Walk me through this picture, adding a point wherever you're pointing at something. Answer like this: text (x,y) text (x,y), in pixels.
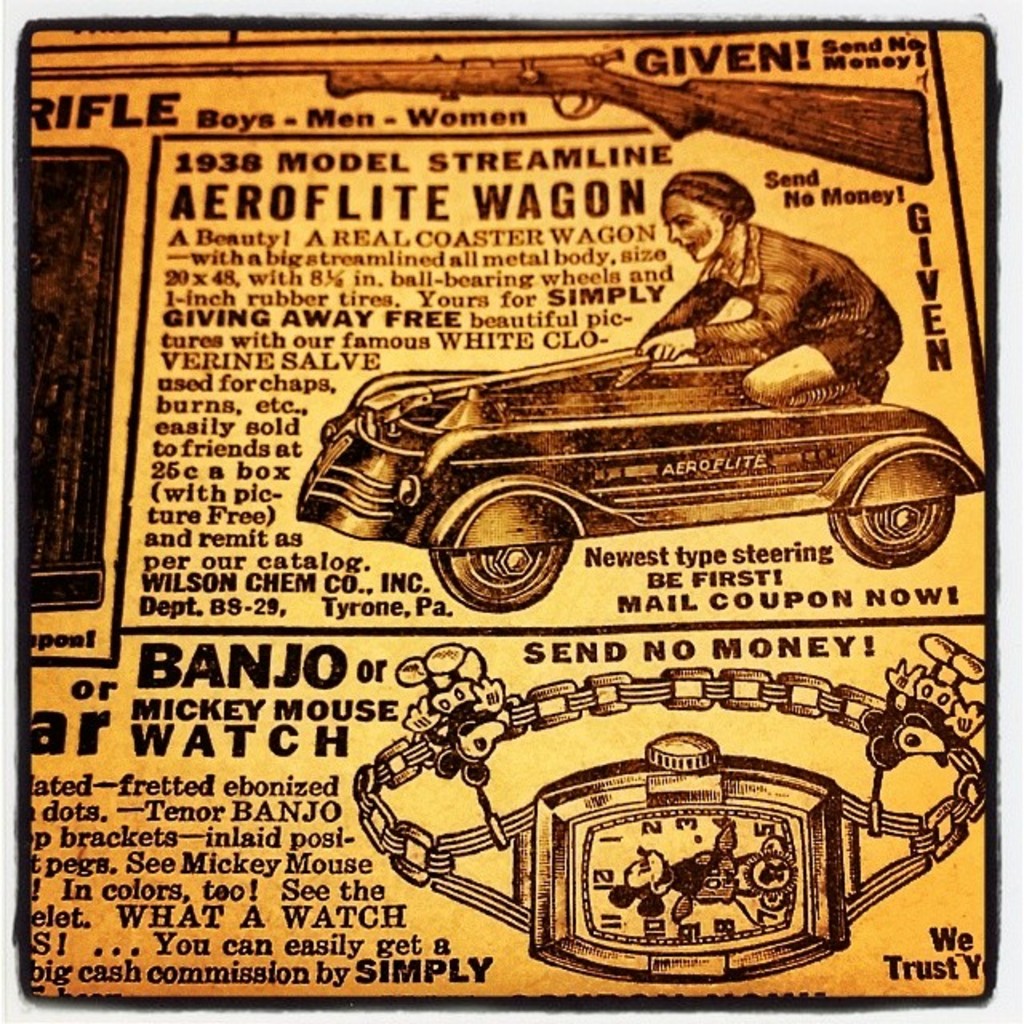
In this image I can see a yellow colour thing (214,400) and on it I can see something is written. I can also see depiction of a person (762,316), a watch (539,693) and of a gun (738,86).
